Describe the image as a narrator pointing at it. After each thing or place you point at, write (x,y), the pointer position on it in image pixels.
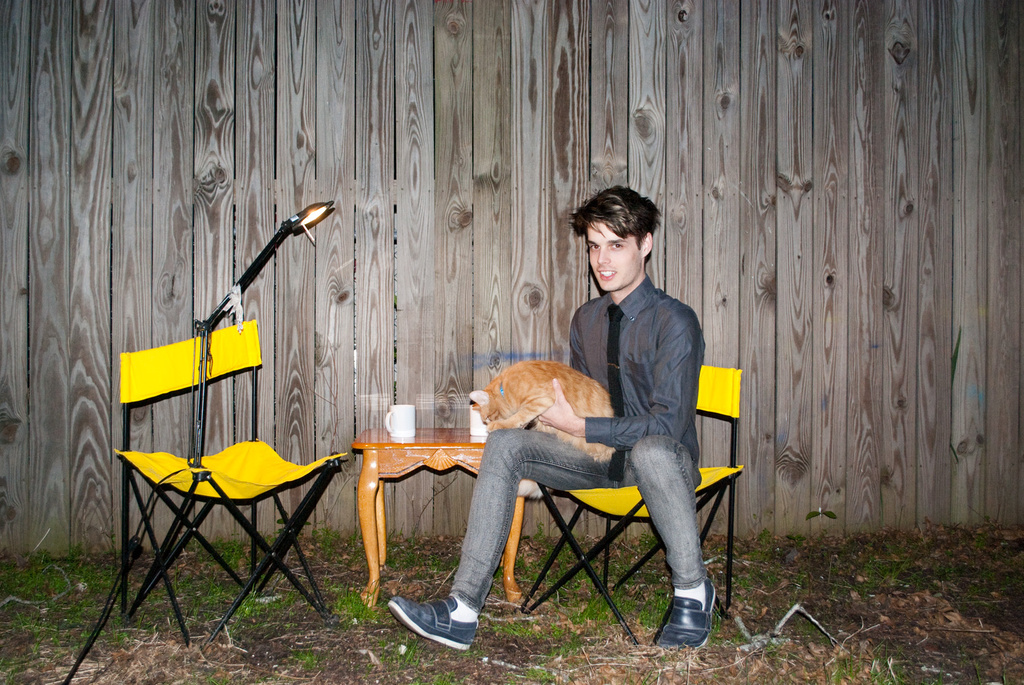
This is the picture where we can see two chairs (132,379) in between a table (363,456) and on the chair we have a person (562,479) who is holding a cat (526,414) and the floor (439,553) is of grass (646,643) and the chairs (225,497) are in yellow and black in color.
